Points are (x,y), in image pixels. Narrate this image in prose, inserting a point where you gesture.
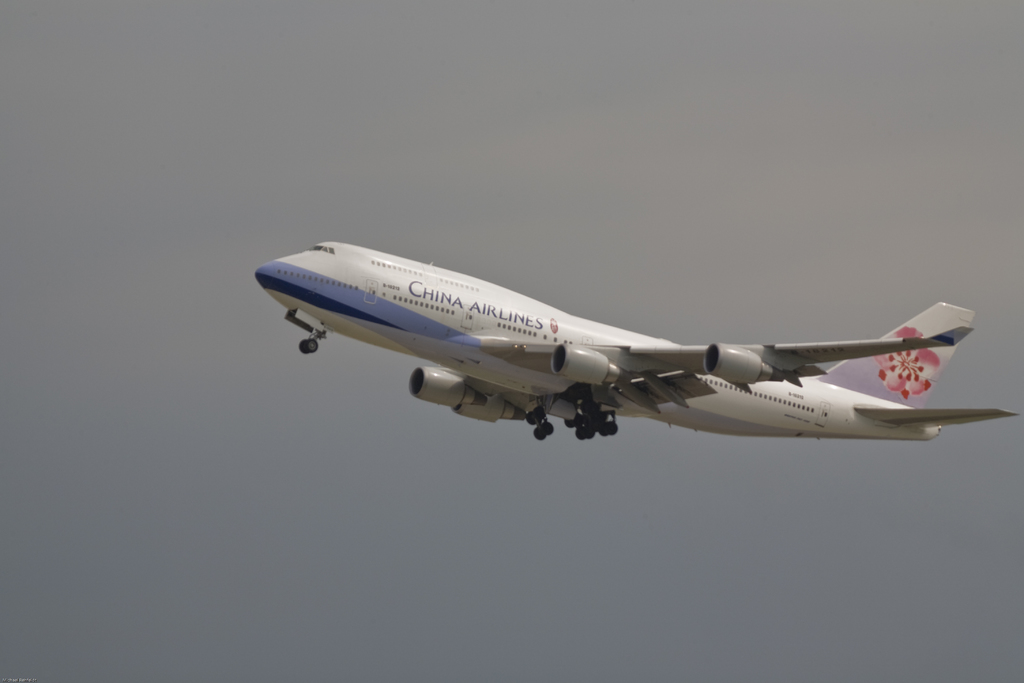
Here we can see an aeroplane (682,367) flying in the air (217,444). In the background (252,174) there is sky (312,127).
